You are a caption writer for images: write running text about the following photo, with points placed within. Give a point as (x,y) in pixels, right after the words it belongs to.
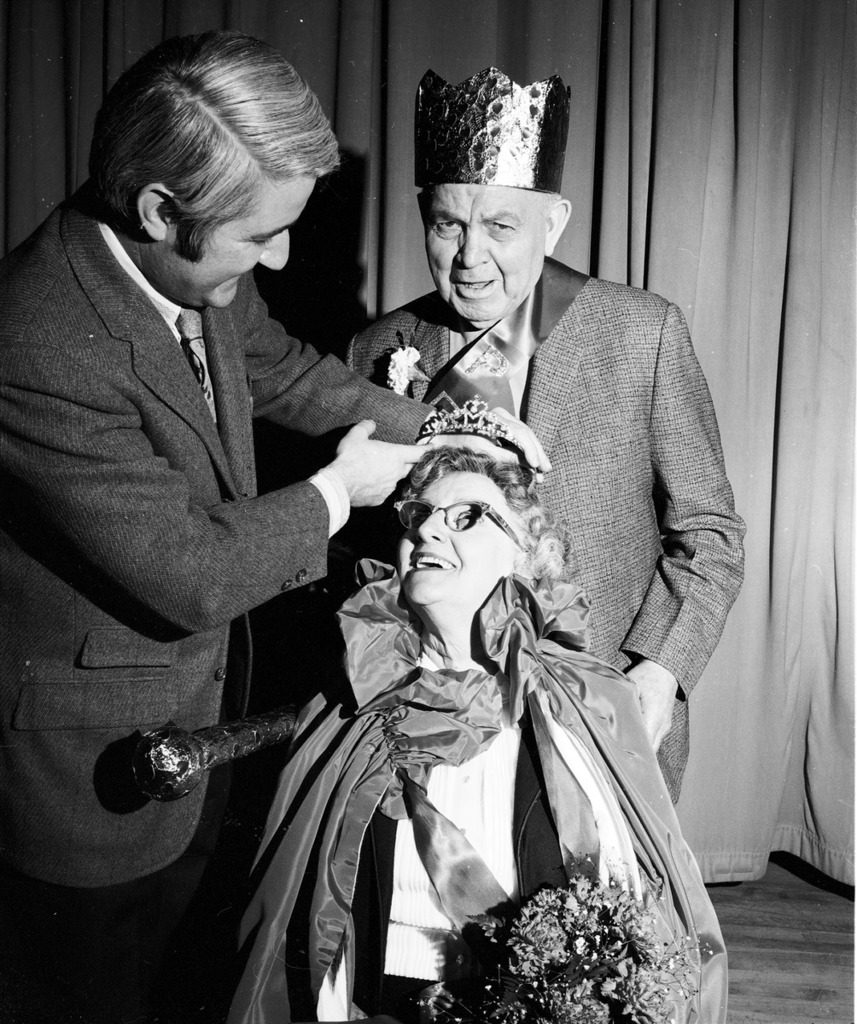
In this given picture, I can see a women (465,722) sitting and holding a flower bouquet (568,951) and wearing specs (469,525) and they're other two people (281,265), Who are standing towards left (204,214) there is a men (205,225), Who is holding her crown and behind this three people (496,275), There is a curtain (708,88).
